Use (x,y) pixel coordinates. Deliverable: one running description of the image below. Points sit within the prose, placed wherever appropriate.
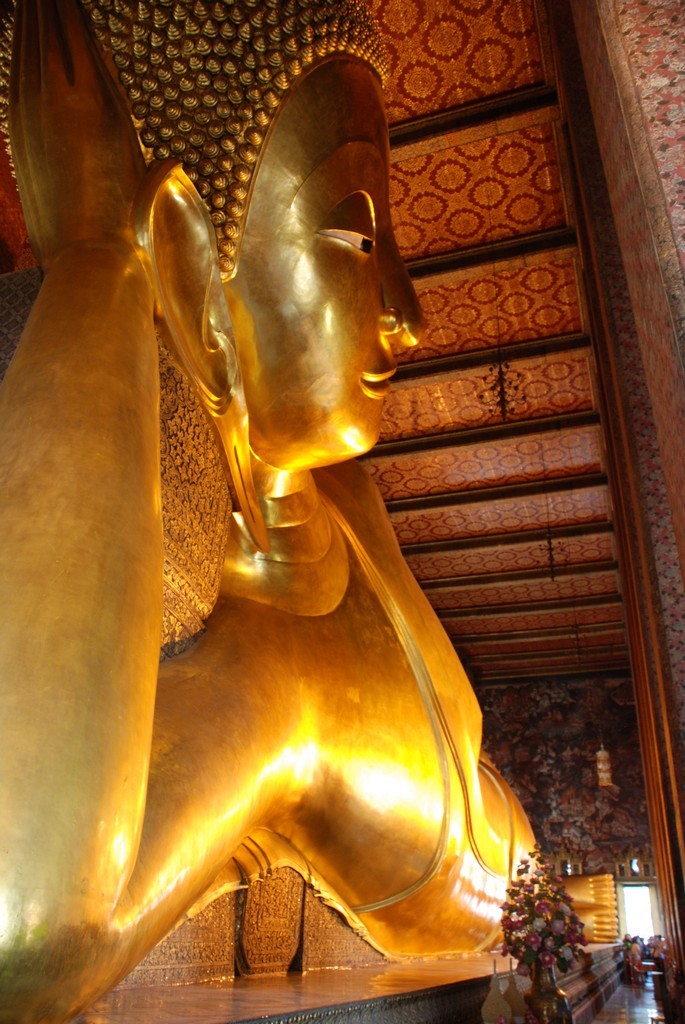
This is the picture of a room (626,328). On the left side of the image (190,137) there is a sculpture (243,517) on a platform (444,1009). On the right side of the image (536,1015) there is a flower vase (575,955). At the back (664,946) there are group of people (664,946) standing at the door (627,931). At the top (481,197) there is a floral painting (532,309) on the roof (569,614).
